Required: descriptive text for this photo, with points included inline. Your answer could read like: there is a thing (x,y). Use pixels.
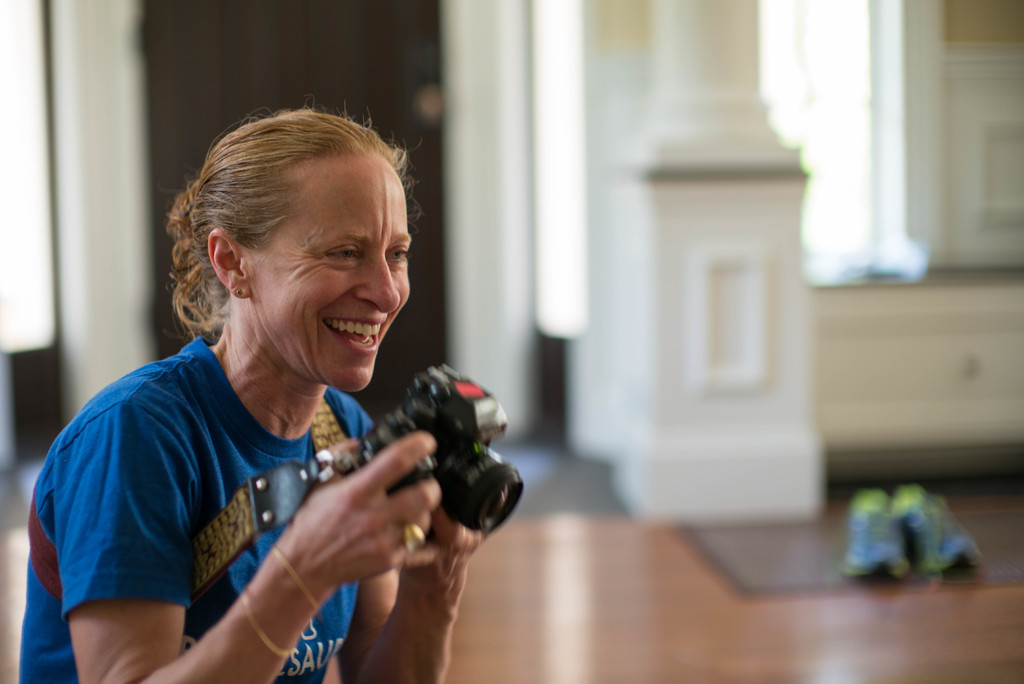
a person (232,463) is wearing a blue t shirt (186,486), holding a camera (443,442) in her hand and smiling. behind her there is a white pillar (694,142), white wall (1013,294) and a door (374,37). at the right (887,527) there are shoes (881,563) on the floor (748,602).
